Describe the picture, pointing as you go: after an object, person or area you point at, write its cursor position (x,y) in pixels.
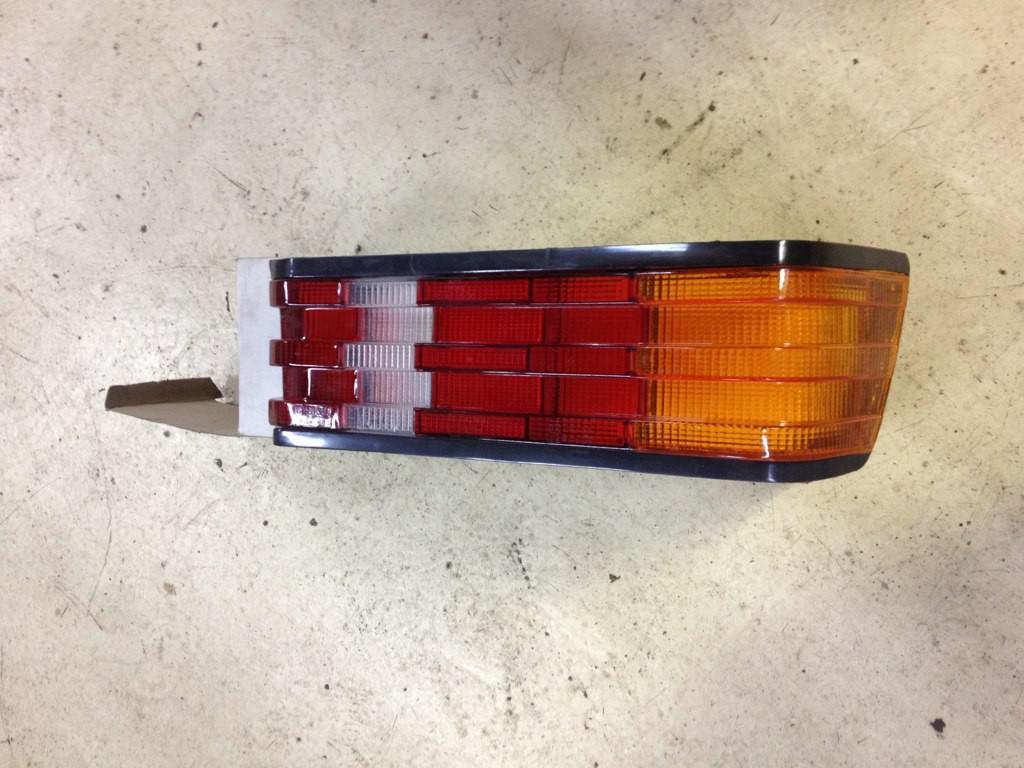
In the foreground of this image (534,396), there is a car rear light part (567,377) is placed on a card board box (252,361) which is on the surface (397,568).
